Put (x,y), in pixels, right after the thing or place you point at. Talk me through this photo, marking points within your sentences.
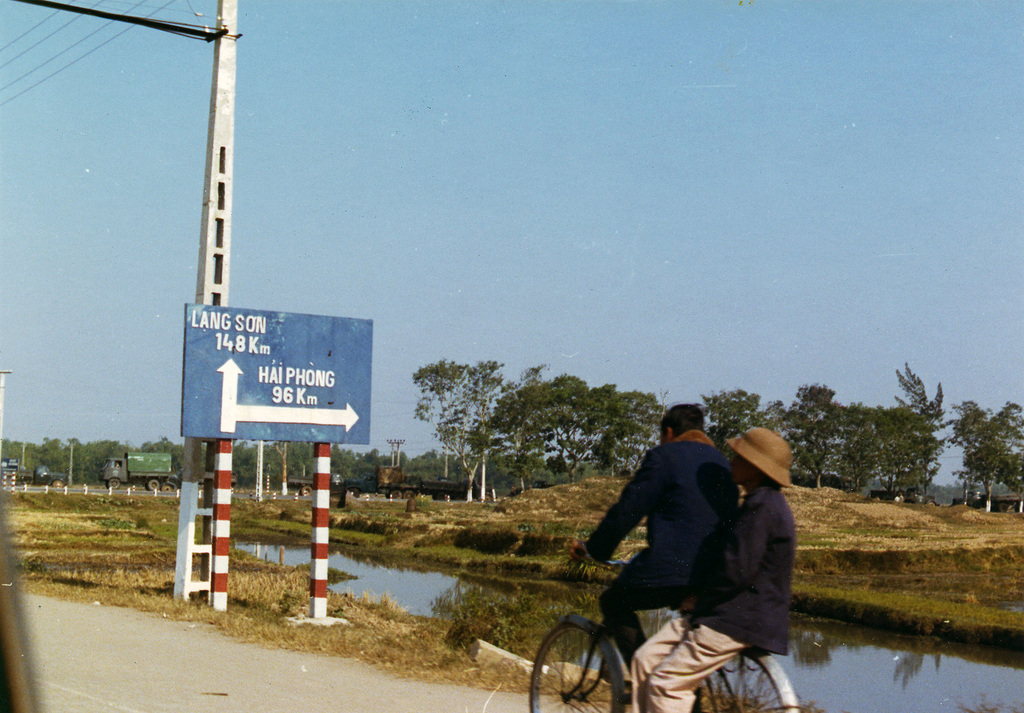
In this picture we can see man (688,476) riding bicycle (581,692) on road (250,679) and other person (708,627) sitting at back of him and in front (338,405) we can see sign board (223,379), pole (213,246), wires (24,77), sky (475,211), trees (725,450), lane of water (443,576).
